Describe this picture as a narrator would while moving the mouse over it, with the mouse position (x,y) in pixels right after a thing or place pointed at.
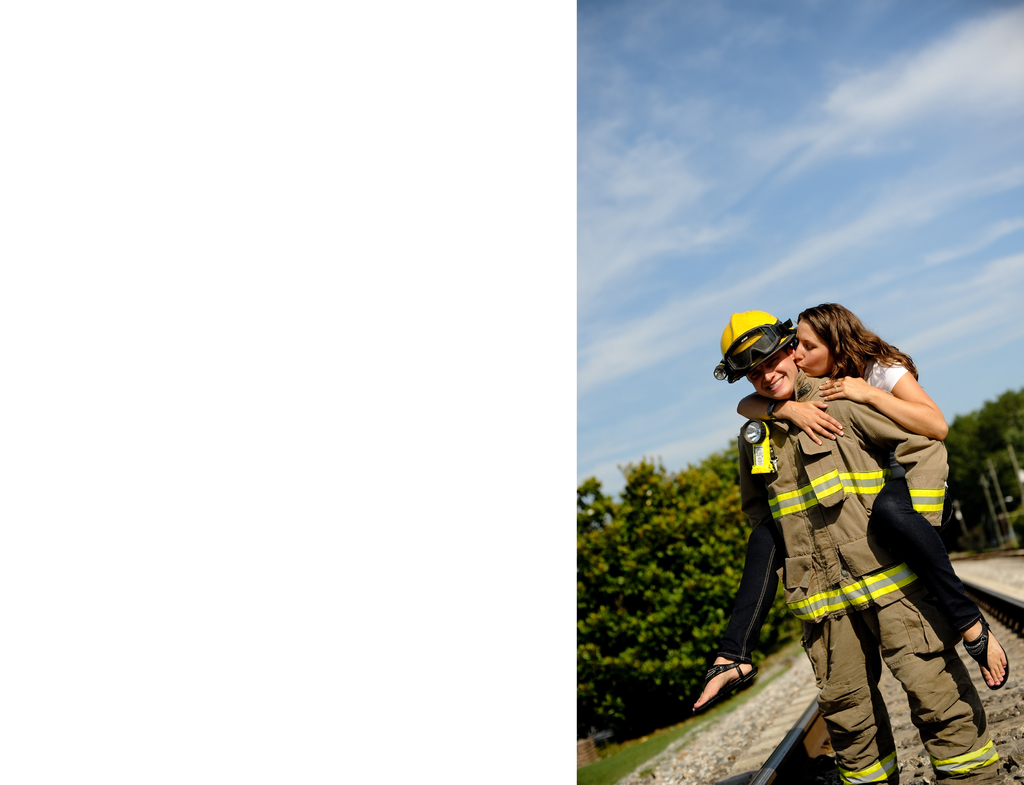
Here we can see a person (847,511) standing on a railway track (913,729) and we can see a woman (842,389) holding the person (821,581) and with her hands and she is on the person (792,521). In the background (595,646) there are trees (737,545), poles (997,521) and clouds (729,244) in the sky (660,223).
